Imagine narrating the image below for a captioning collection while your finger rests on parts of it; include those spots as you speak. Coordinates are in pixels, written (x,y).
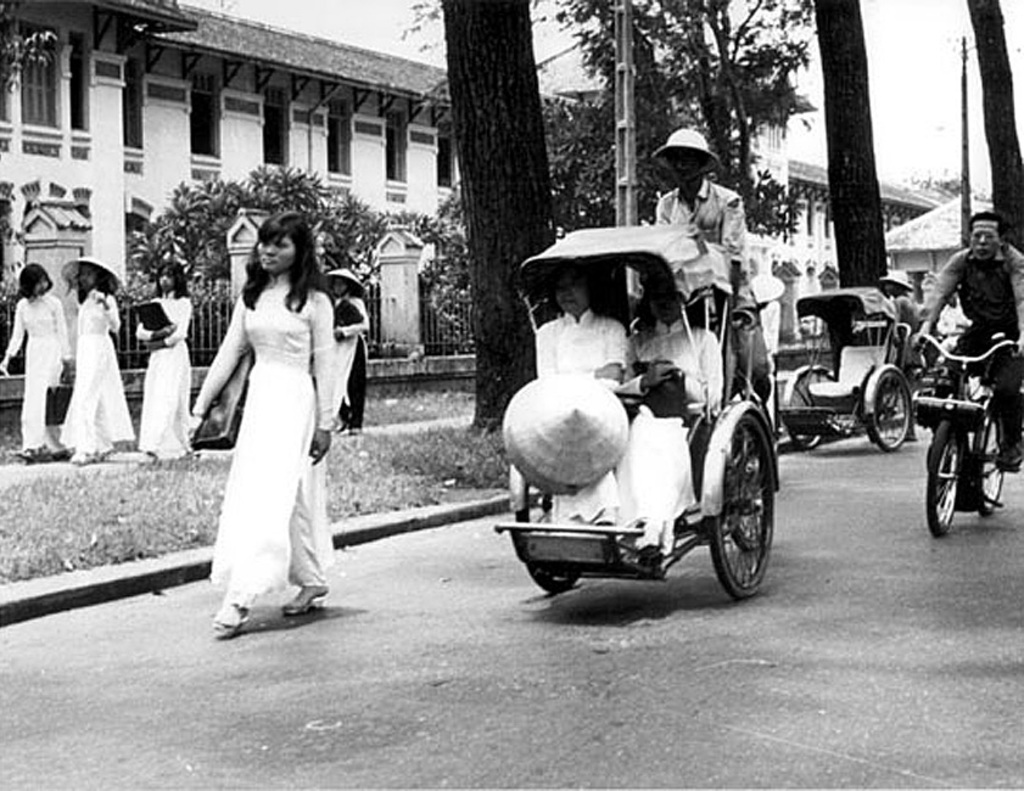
In the picture we can see some women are walking and wearing a white dress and some are travelling in a cart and some are travelling on cycle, and in the background (30,118) we can see house buildings (152,118), plants (449,222), trees (697,113), stand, and a pole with sky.
